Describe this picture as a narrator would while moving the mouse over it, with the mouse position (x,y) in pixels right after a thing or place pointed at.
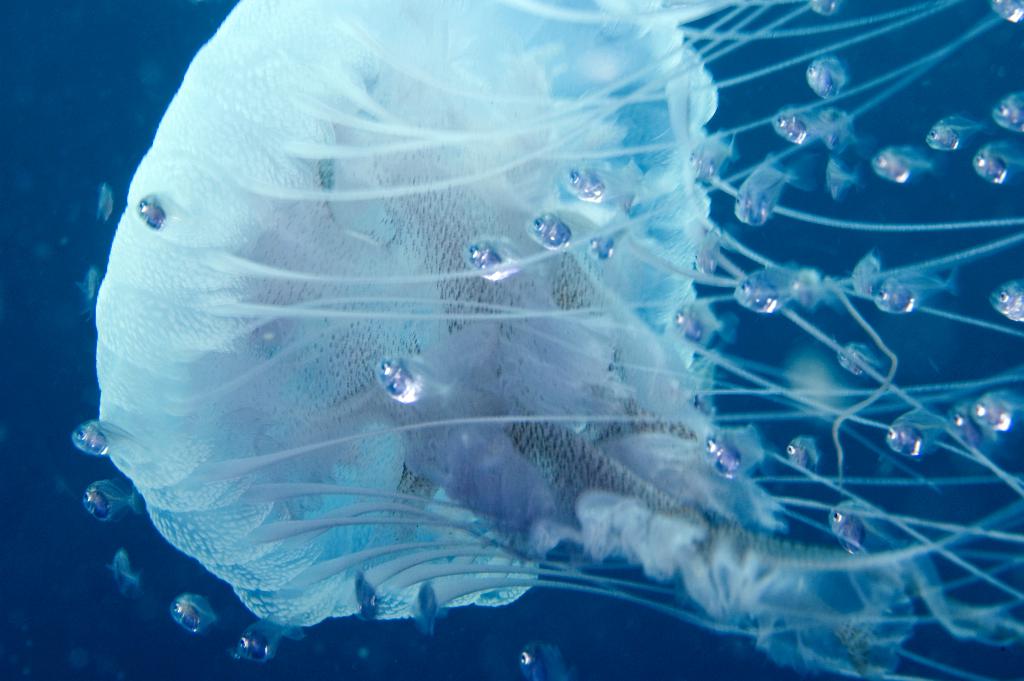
In this picture I can see there is a jellyfish (548,368) and many other fishes (420,387) swimming in the water (672,641).
